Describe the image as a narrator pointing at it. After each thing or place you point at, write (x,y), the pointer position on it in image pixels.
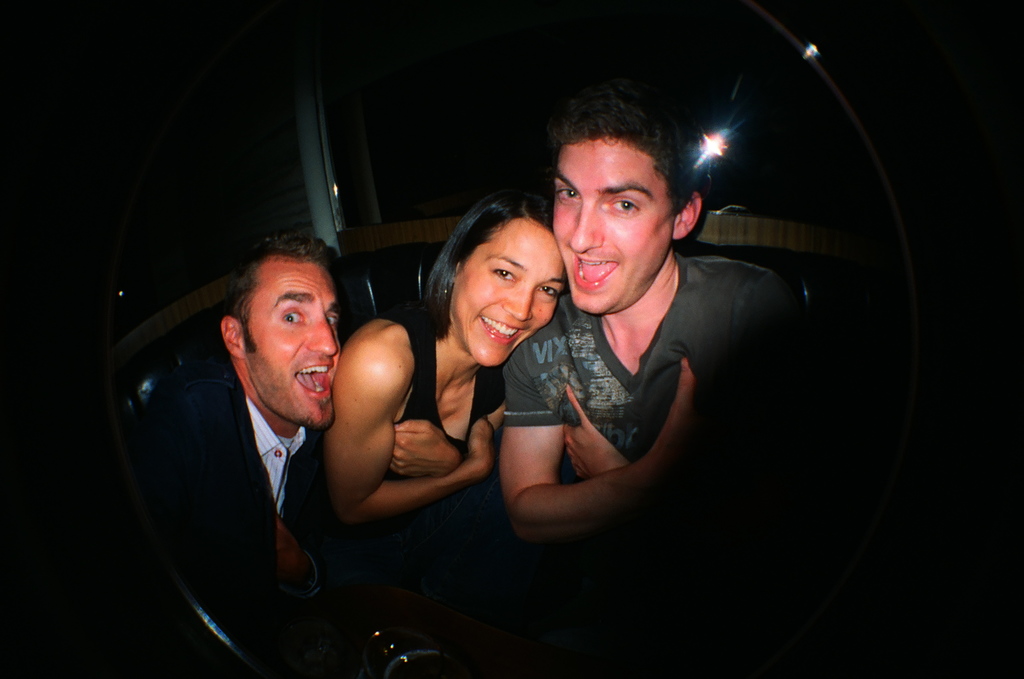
In this image we can see three people (531,256) smiling and posing for a picture, it looks like they are in the booth (398,263).
